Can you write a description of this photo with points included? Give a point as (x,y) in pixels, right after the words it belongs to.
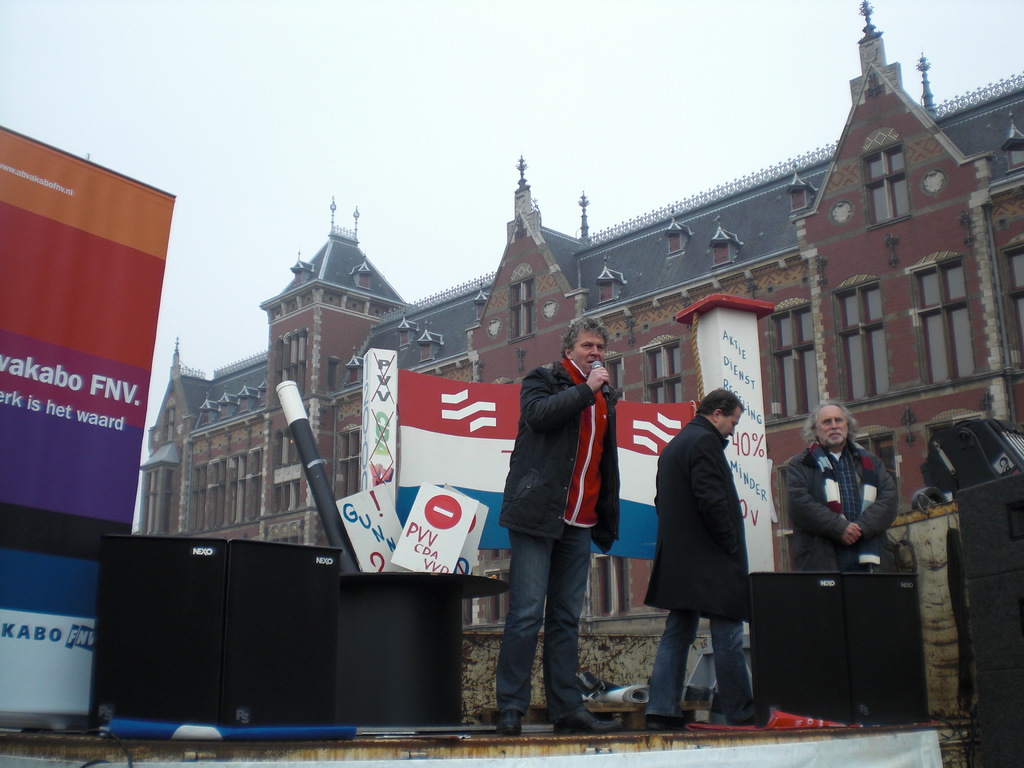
In this image there are three persons (745,557) and one of the person (597,505) is holding a mike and they are standing on the stage (516,735). Image also consists of hoardings (86,441), flags (451,454), pillars (753,350) and sound boxes (246,627). In the background (787,456) there is building (915,193). Sky (434,126) is at the top (295,66).
